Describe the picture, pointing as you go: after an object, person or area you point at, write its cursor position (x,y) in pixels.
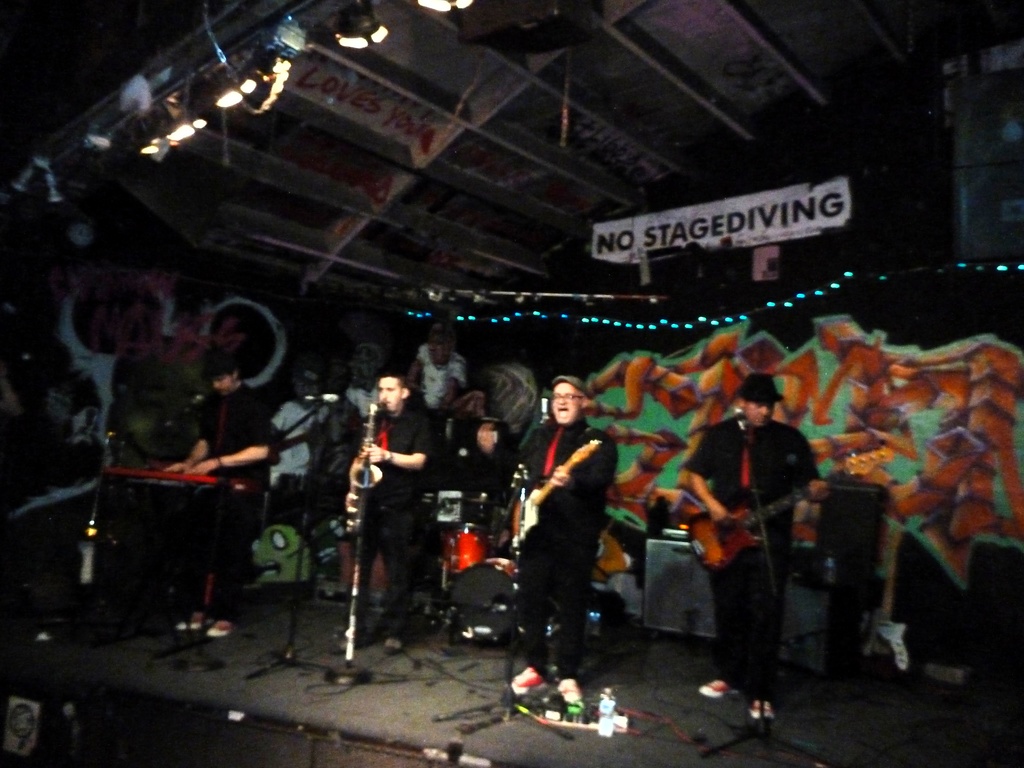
In this image I can see few men (782,560) are standing, I can also see few of them are holding guitars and musical instruments (371,439). In the background (480,603) I can see a drum set (485,573) and here I can see a mic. I can also see two of them are wearing hats (757,396) and here I can see few lights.
